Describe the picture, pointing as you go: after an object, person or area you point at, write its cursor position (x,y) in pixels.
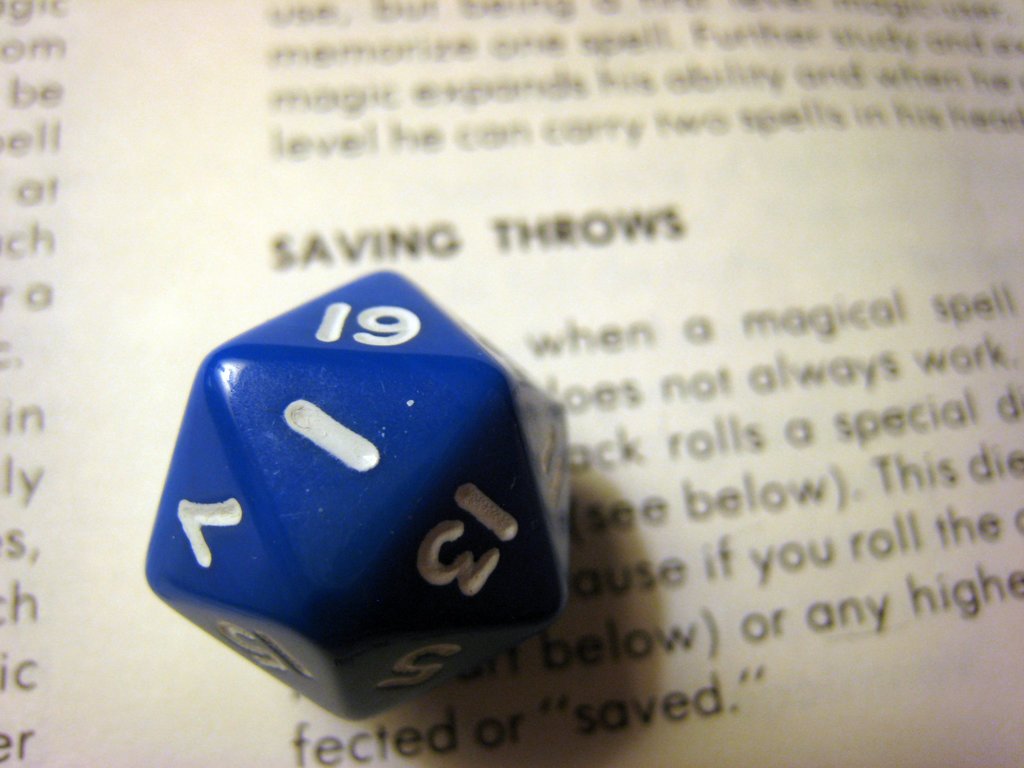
In this image there is a dice (428,436) and in the background (908,473) there is a paper (303,216), and on the paper (718,251) there is text (636,638).
